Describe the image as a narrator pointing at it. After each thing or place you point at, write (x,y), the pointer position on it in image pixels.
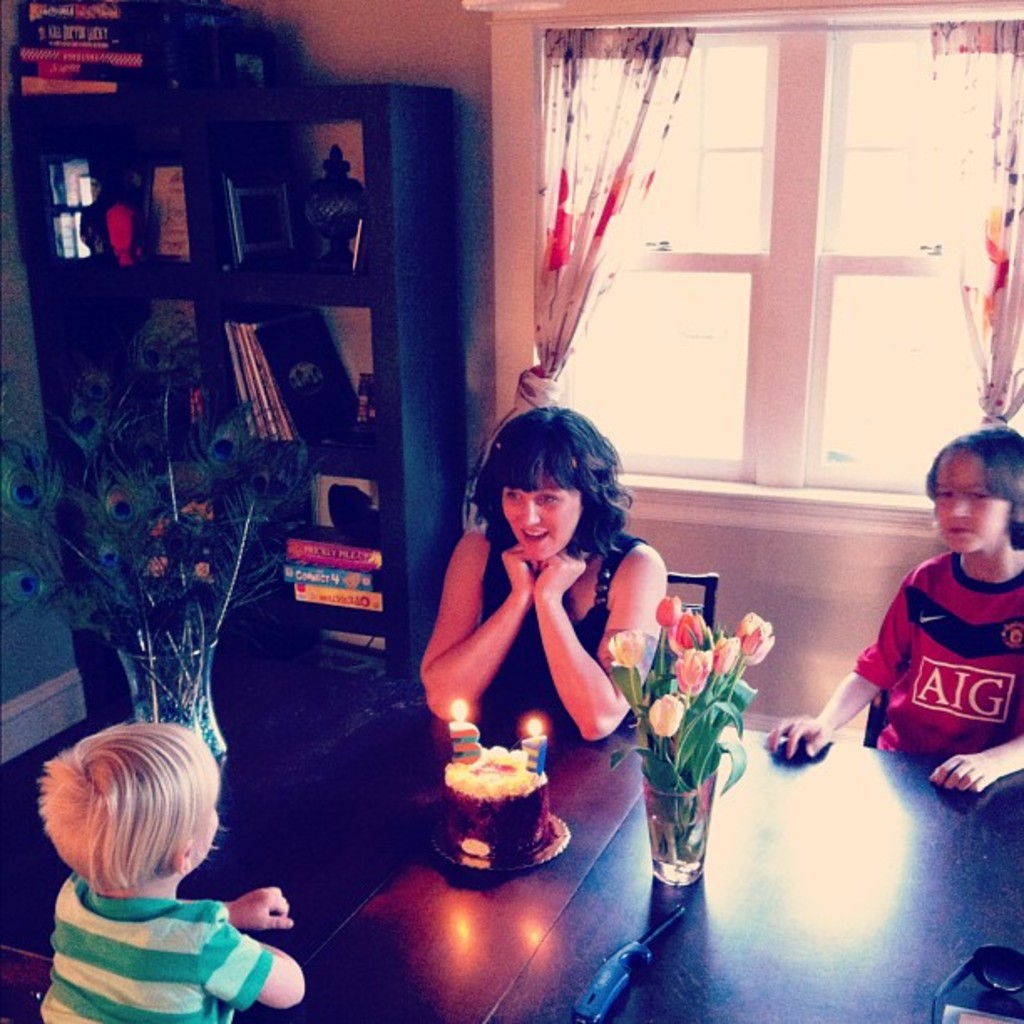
A lady (588,645) wearing a black dress (589,628) is sitting on a chair (688,589). And also two children (953,642) wearing red and green dress (185,954) is sitting on chair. In front of them there is a table (827,895). On the table (695,895) there are two vases (199,676), cake (498,794) with candles (456,735), On one vase (676,834) there are flowers (669,709), and on another vase (182,642) there are peacock feathers (172,534). In the background (762,243) there is a window (786,195) with curtains (640,94), a cupboard (150,289). Inside the cupboard (227,235) there are books (261,400).
